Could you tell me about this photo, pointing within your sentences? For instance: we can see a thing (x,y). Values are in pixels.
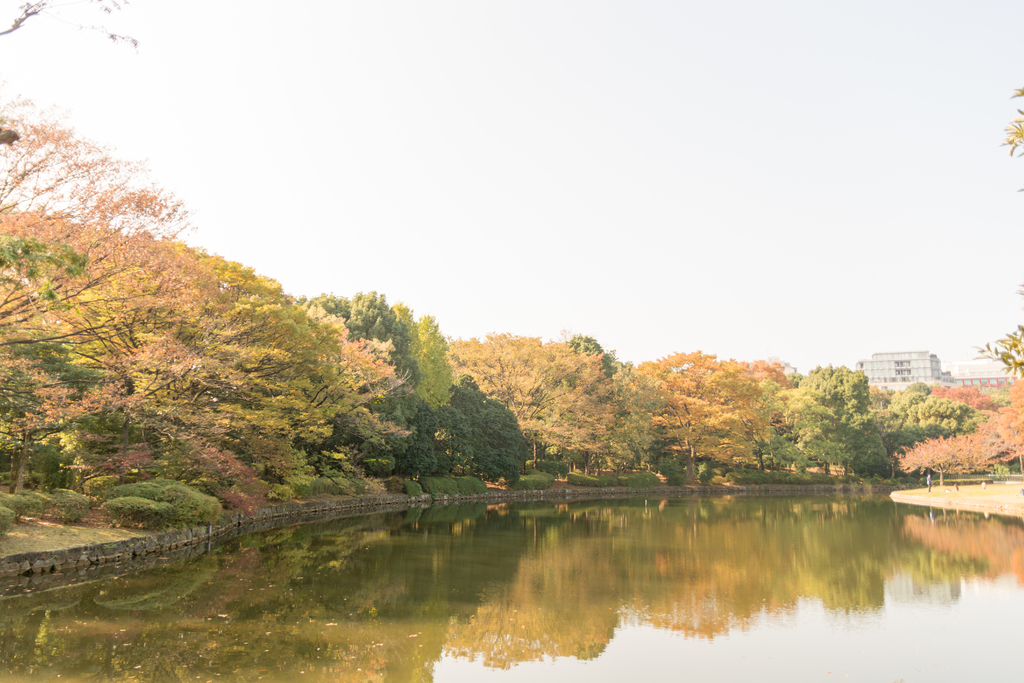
In this picture I can see there is a lake (580,572) and there are trees (277,418), plants (59,511) and in the backdrop (953,347) I can see there is a building (997,362) and the sky (473,199) is clear.
